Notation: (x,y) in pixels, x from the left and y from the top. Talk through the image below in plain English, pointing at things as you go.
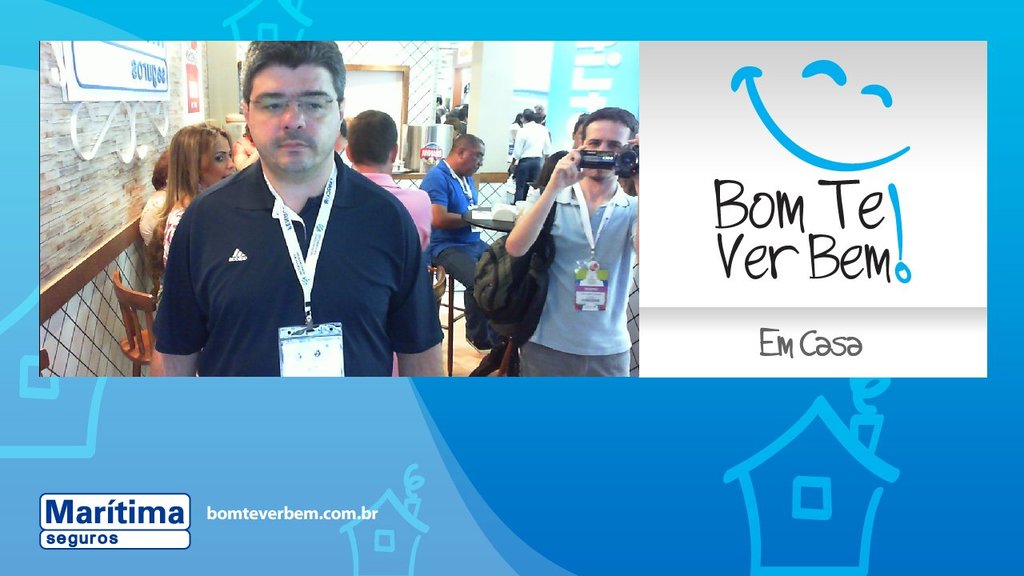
In this picture I can see a poster (541,342) on which, I can see image (344,215) of few people (329,255).
